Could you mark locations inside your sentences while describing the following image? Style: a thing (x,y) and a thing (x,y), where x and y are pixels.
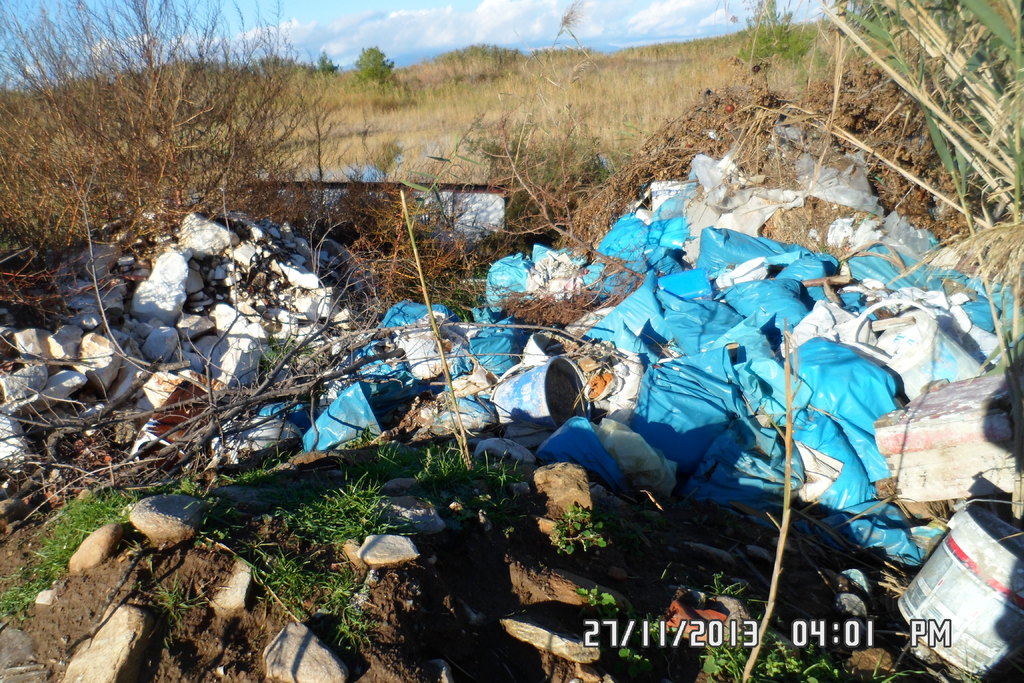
In this picture there are bags (701,416), buckets (982,531) and stones (539,624) in the foreground (479,409). At the back (52,83) there are trees (305,137). At the top (346,29) there is sky (370,39) and there are clouds (517,11).
